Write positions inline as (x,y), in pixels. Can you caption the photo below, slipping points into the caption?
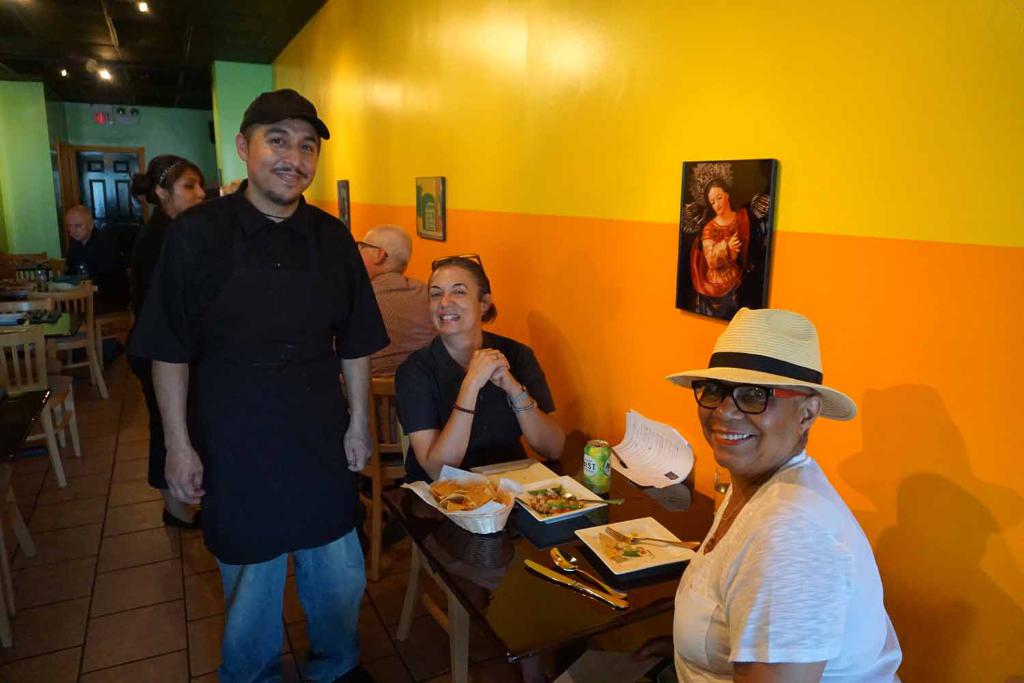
There are three members (483,391) in the picture. Two of them (739,514) are women (521,438) sitting in front of each other around a table (539,614). There is a food (459,503) on the table (591,541). A man (268,289) is standing beside the woman (448,405). In the background (22,409) there are some chairs (69,291) and tables (15,421). Three people (116,259) are there in the picture. To the wall (680,203) there are some pictures (705,232) were stuck.
